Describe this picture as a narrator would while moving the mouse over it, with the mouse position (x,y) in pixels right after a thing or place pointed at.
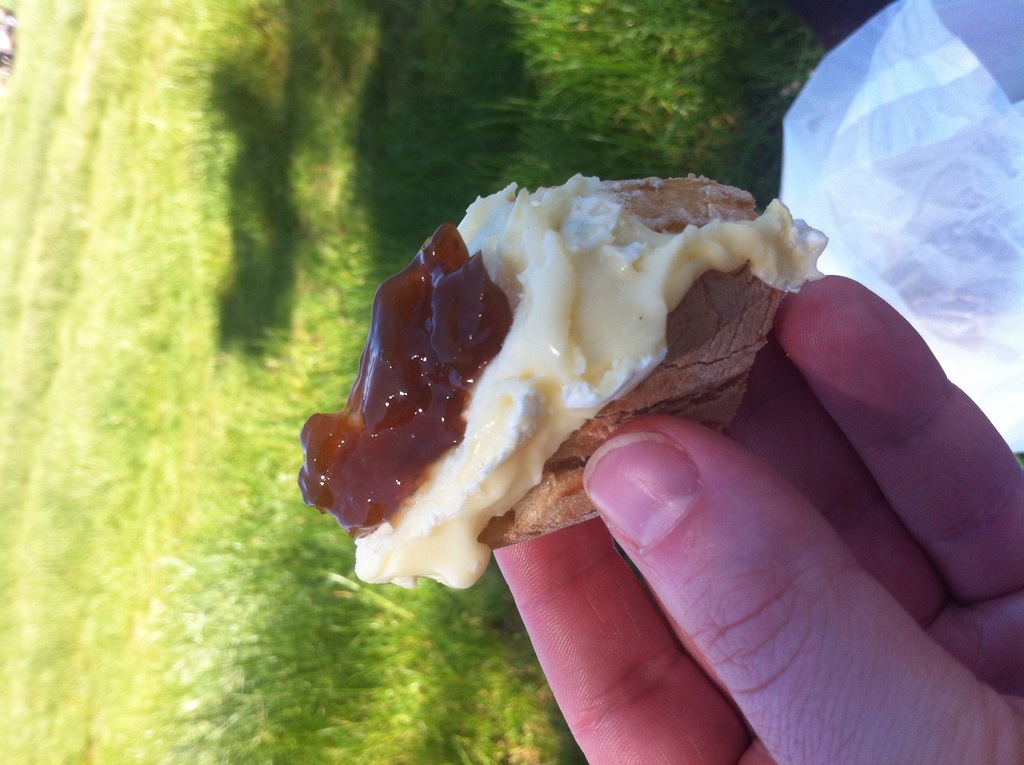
In this image there is a person's hand (910,712) holding a food item (368,511). At the background of the image (358,318) there is grass (134,555).
